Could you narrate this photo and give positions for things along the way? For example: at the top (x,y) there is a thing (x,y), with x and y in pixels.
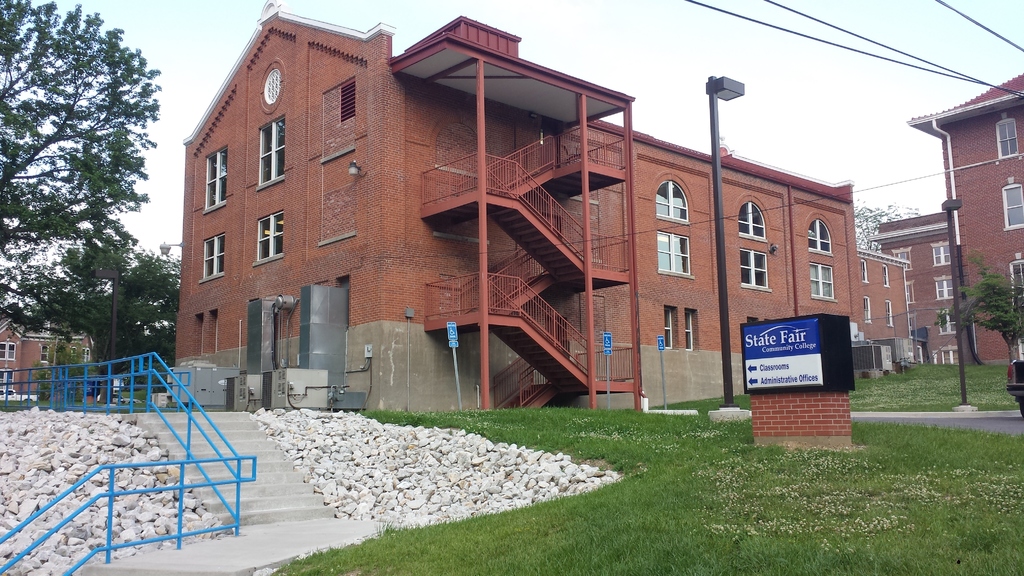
These are the buildings (615,226) with the windows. I can see the stairs (538,226) and the pillars (631,226). This looks like a light pole (716,102). I think this is a board (834,346), which is kept on the wall (792,404). These are the rocks (78,450). This looks like a staircase holder (205,433). Here is a grass (688,529). I can see the trees (133,289). I think these are the kind of machines (325,381). I can see the sign boards (608,334) attached to the poles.
